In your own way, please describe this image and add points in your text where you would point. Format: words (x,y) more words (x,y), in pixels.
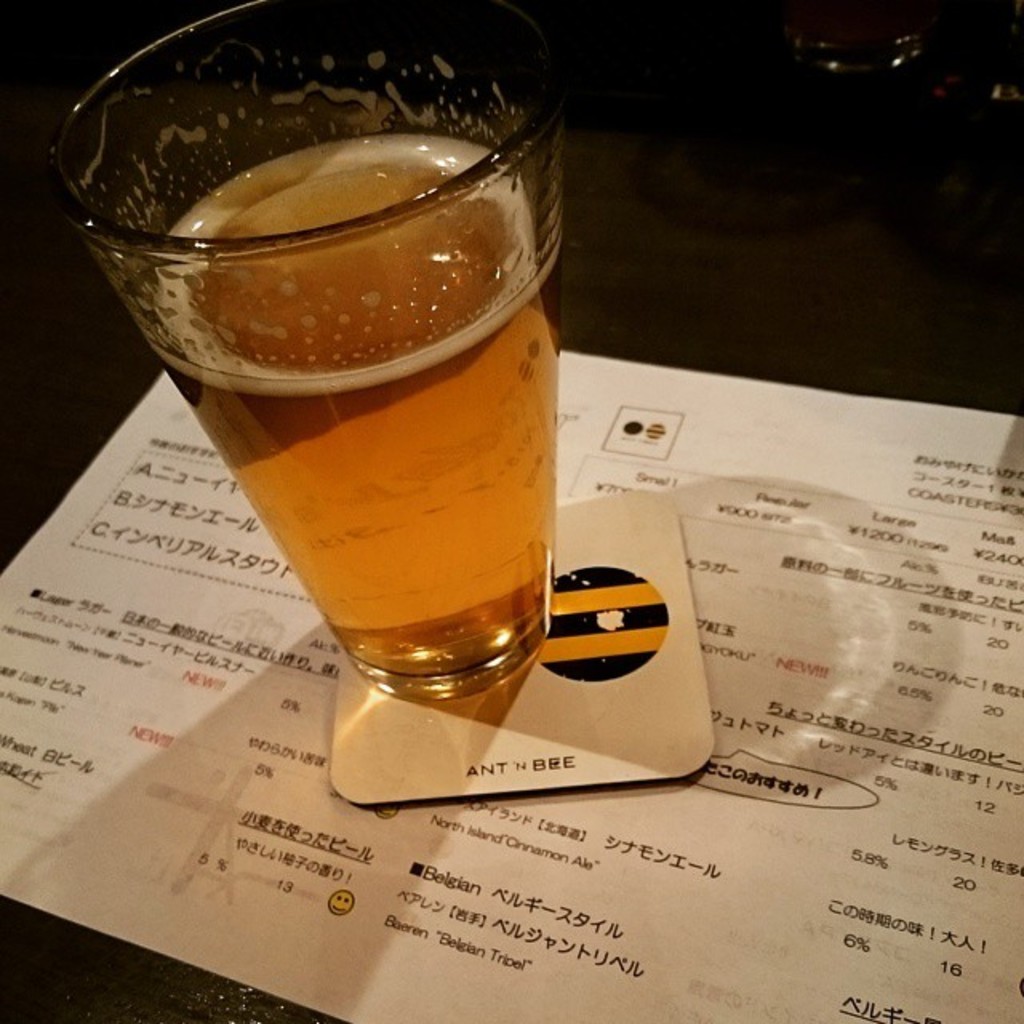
In this image there is a table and we can see a glass (479,614) containing beverage (449,604), paper (846,638) and a coaster (656,652) placed on the table (825,363).
